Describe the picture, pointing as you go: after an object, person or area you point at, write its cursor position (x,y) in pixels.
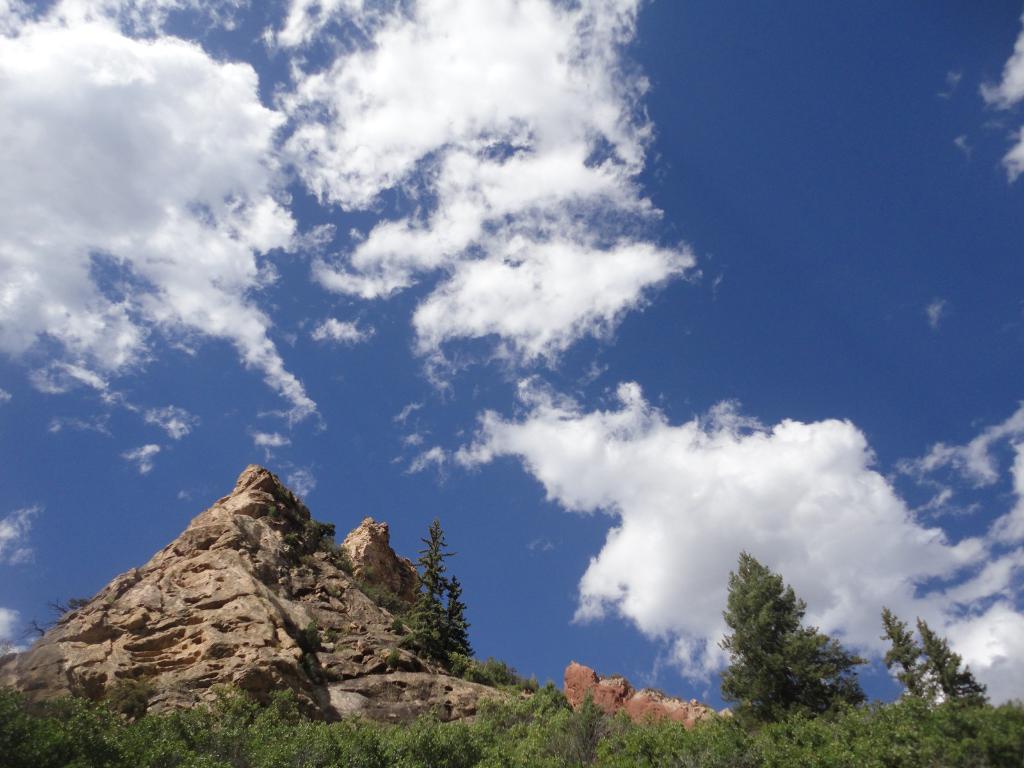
In this image we can see hill (223,628), trees (643,723), sky (685,214) and clouds (308,168).
